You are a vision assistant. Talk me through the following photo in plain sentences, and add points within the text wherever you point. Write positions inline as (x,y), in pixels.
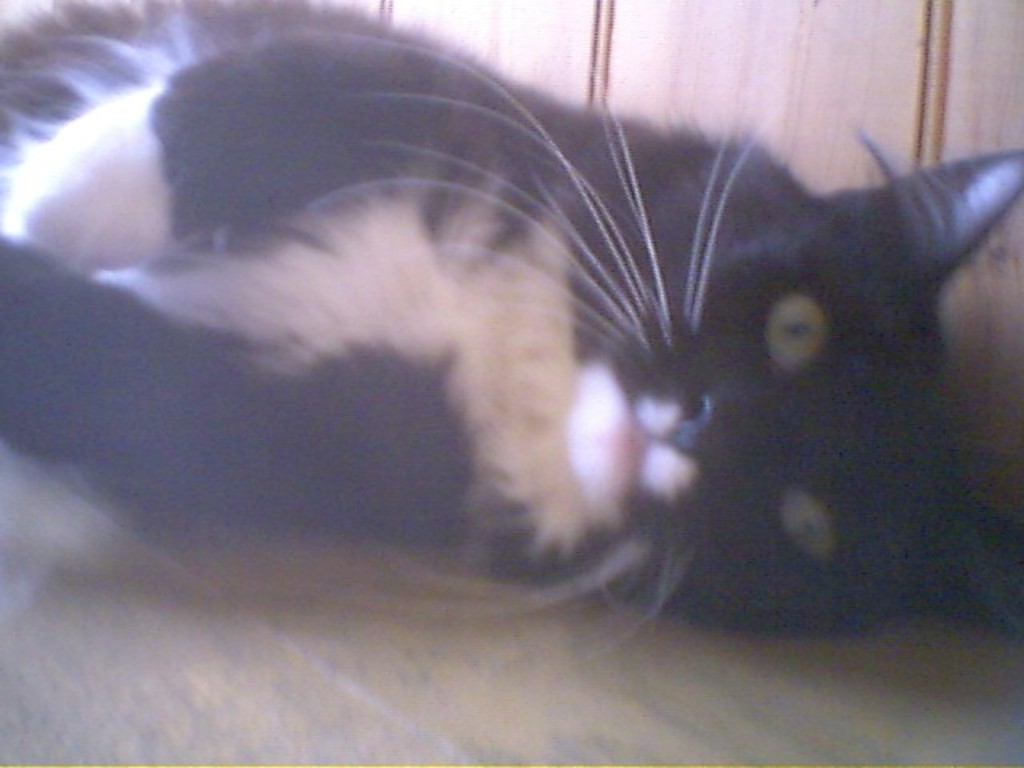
In the center of the image (436,487) there is a cat (372,355). At the bottom of the image (384,659) there is floor (367,678).
